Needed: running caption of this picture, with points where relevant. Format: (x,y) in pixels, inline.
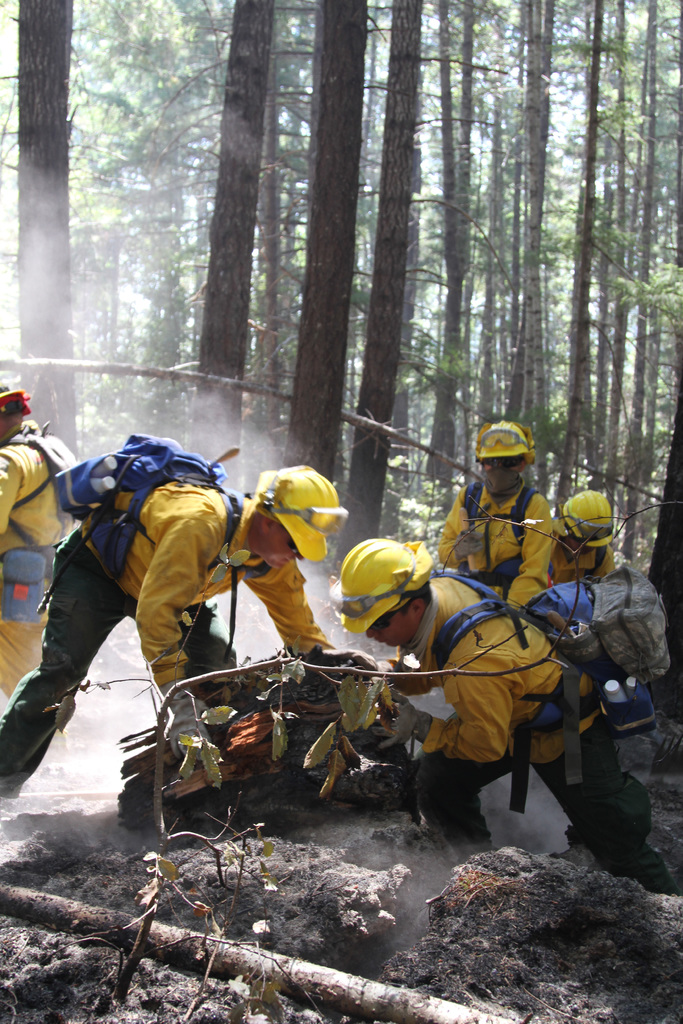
In this image we can see five persons (245,520) and the persons (168,526) are wearing backpacks (547,621) and helmets (298,527). In the foreground (195,736) we can see two persons (476,761) holding a wooden object (249,736) and there is a plant (267,923) and a wooden log (208,946). Behind the persons (400,647) we can see a group of trees (454,168) and the sky (424,163).
